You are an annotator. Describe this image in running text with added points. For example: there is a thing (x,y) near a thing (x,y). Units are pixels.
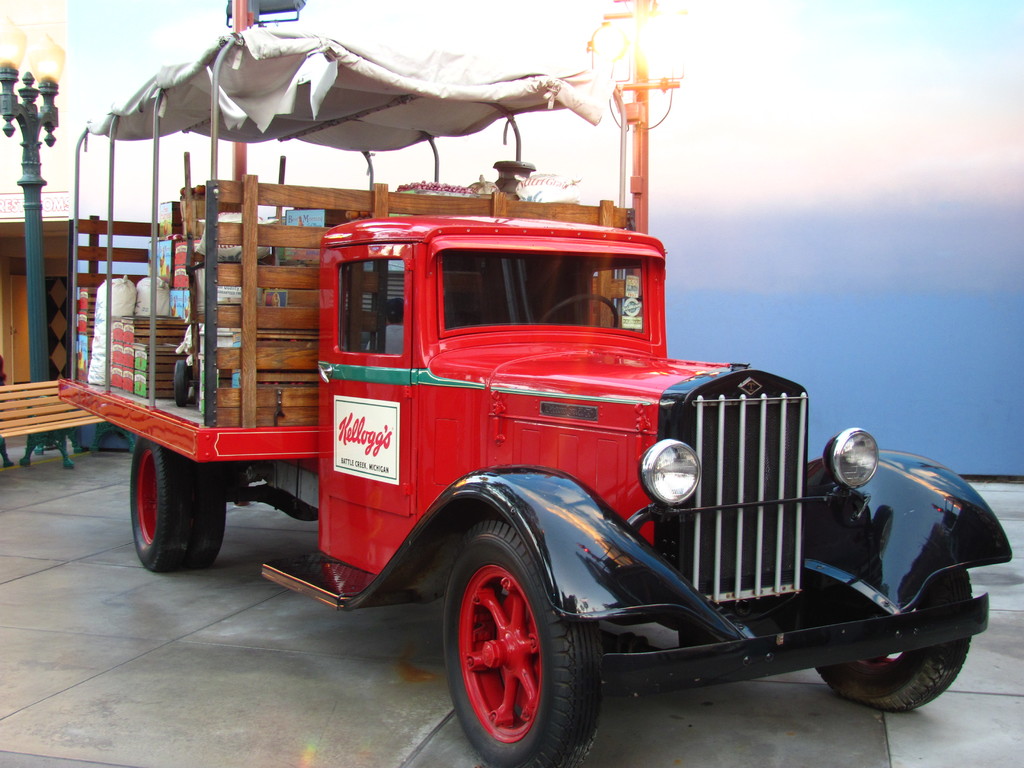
Here I can see a red color vehicle (445,434) on the floor (140,683). In the background (45,427), I can see a pole (32,353), bench (36,403) and a building (8,257). On the top of the image (920,128) I can see the sky (910,159).
